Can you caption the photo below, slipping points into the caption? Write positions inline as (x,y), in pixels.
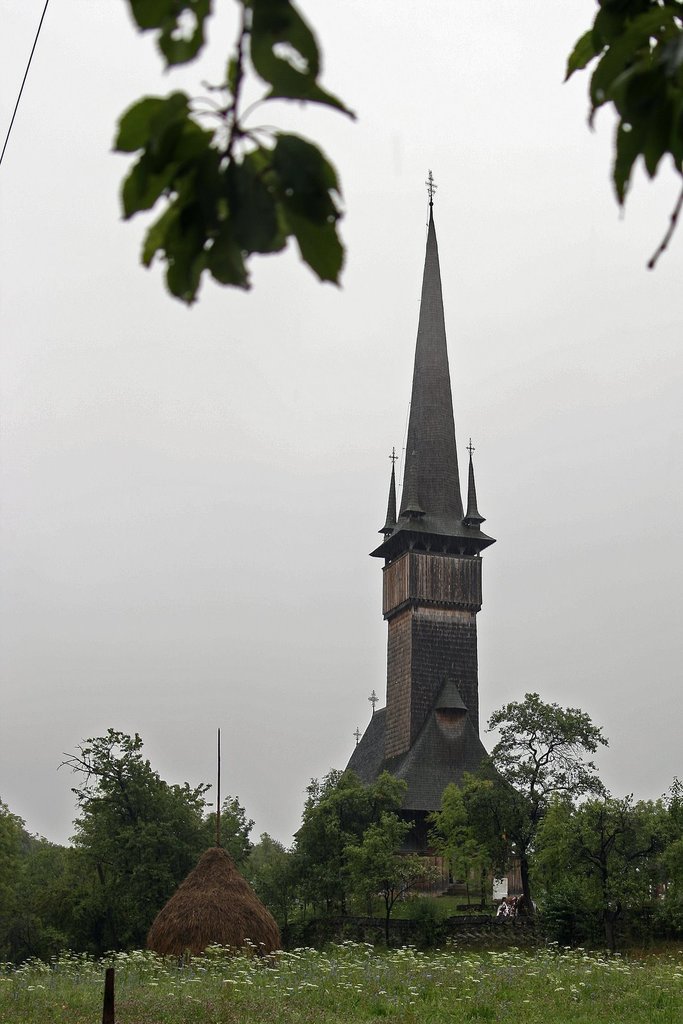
In this image in the center (440,440) there is a building (424,584), trees (560,844) and some poles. At the bottom (231,983) there are some plants (272,955) and flowers (251,967), and in the center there is one haystack (193,882) and at the top of the image (184,247) there are some leaves (633,112). At the top (365,75) there is sky (389,97) and in the top left hand corner (14,108) there is a wire (26,73).
